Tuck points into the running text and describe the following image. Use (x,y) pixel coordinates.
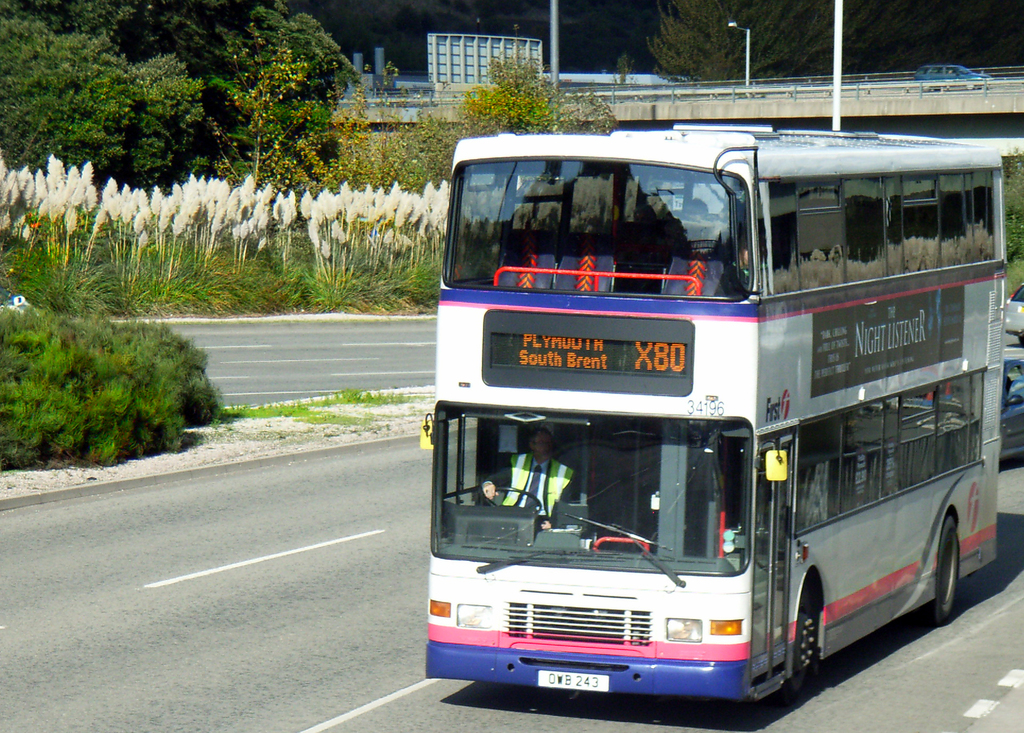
In this image we can see a bus (819,434) and some vehicles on the road (645,703). We can also see some people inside a bus (649,548). We can also see a car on a fly over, some poles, plants (98,395), grass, a board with some poles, a street pole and a group of trees (701,8).
